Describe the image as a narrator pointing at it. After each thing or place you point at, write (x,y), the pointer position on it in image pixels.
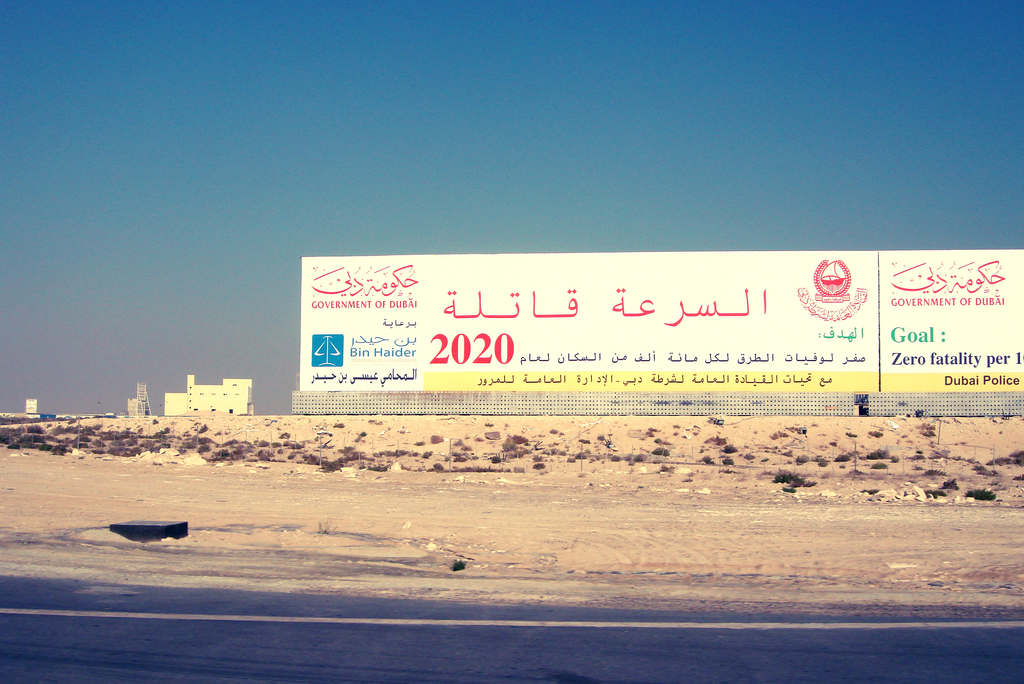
In this image we can see hoarding (475,377), buildings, ground (349,477), poles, and trees (160,440). At the bottom of the image (563,645) we can see road (155,596). In the background (230,212) there is sky (725,139).
